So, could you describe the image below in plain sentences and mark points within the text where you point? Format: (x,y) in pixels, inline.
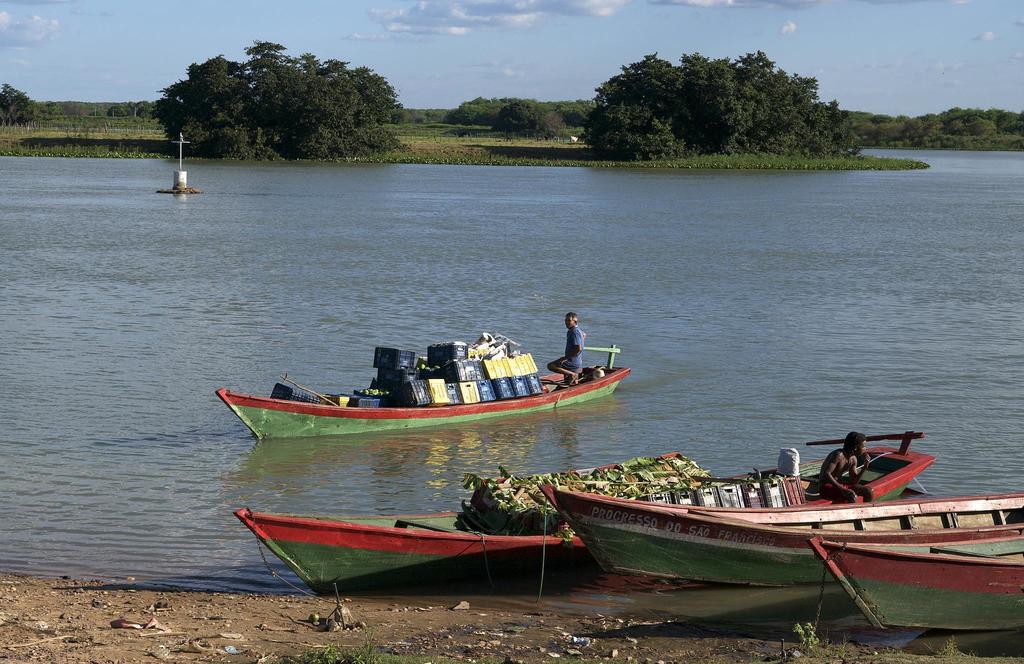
In the center of the image (415,413) we can see four boats (353,425) on the water (562,437). In the boats (339,419), we can see one person (571,352) is sitting and one person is sitting. And we can see different color baskets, one stick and a few other objects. At the bottom of the image (117,619), we can see stones (790,652), grass (360,663), one plant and a few other objects (201,648). In the background (659,47) we can see the sky (437,28), clouds (618,5), trees (233,76), grass (146,147), water (481,270), one white color object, one cross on the solid structure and a few other objects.
